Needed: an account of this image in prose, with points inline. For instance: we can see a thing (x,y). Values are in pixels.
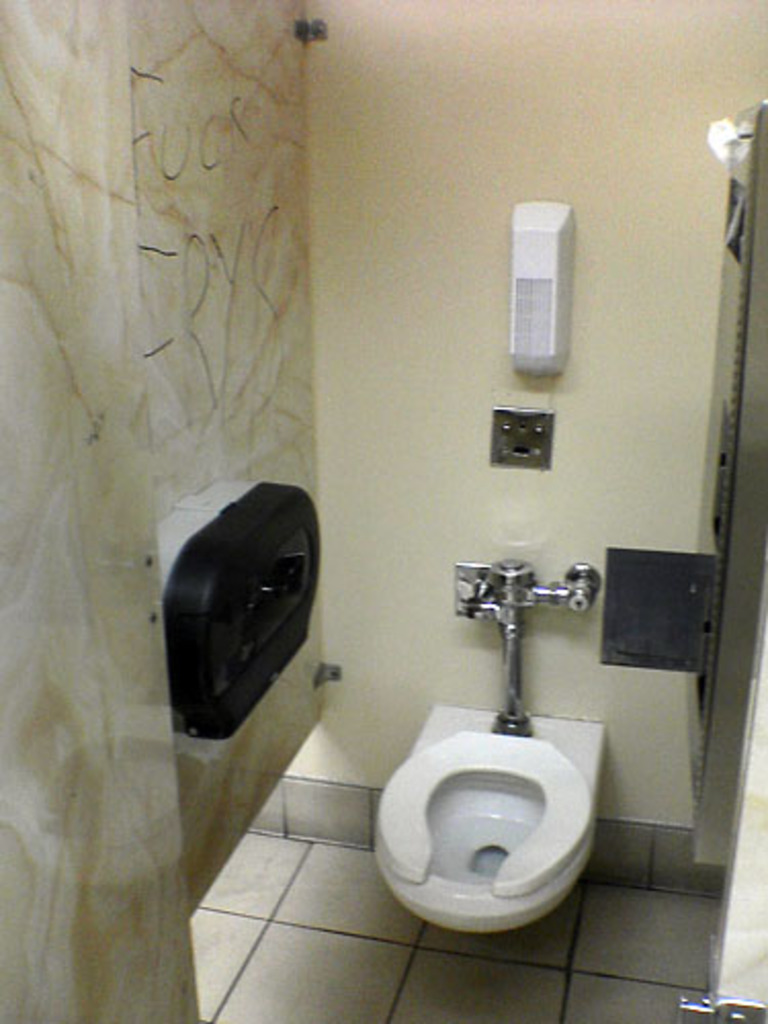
In this image I can see the toilet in white color and I can also see the soap dispenser (534,229) attached to the wall (693,285), few taps (461,563) and the wall (444,192) is in cream color.
